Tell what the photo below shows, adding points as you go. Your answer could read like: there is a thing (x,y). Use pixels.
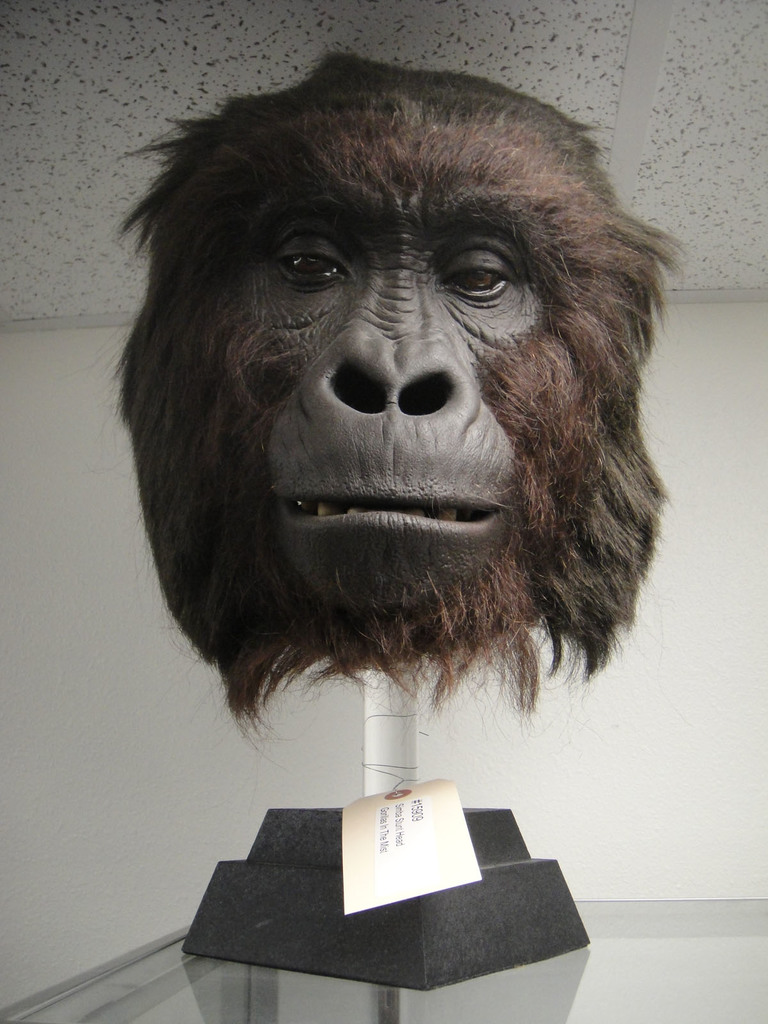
In the center of the image (340,645) there is a head (251,243) of a gorilla (350,278). In the background of the image (58,756) there is wall (589,764). At the bottom of the image (472,979) there is glass (423,1004).
